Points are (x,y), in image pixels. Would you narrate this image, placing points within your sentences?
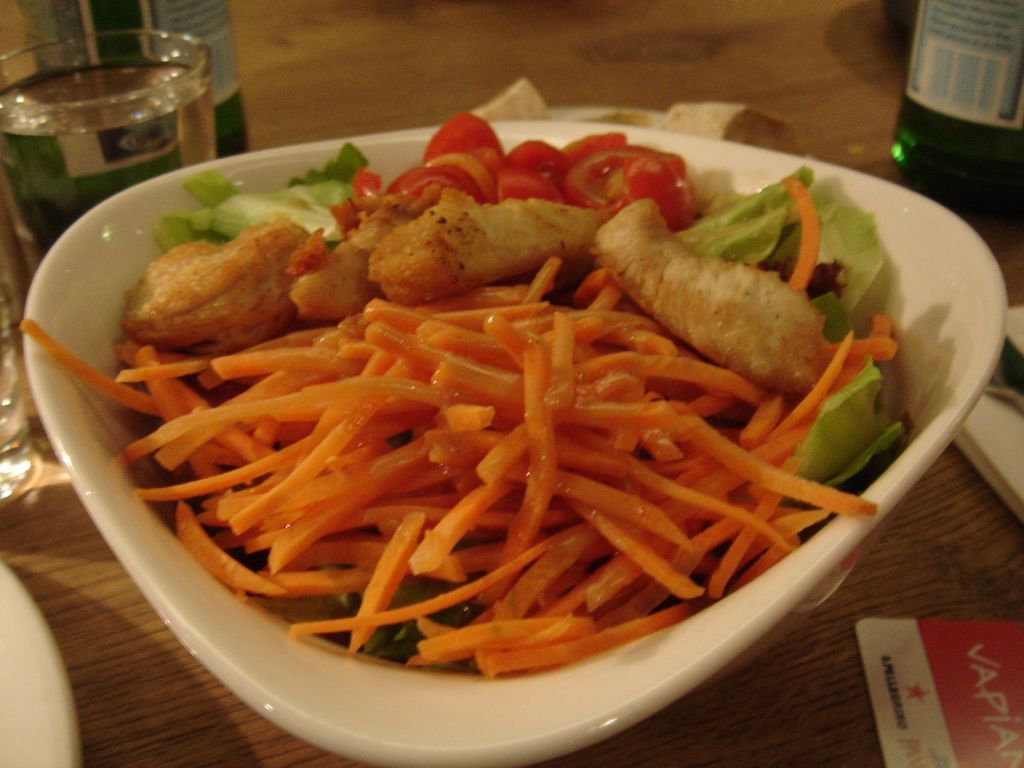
In this image we can see some food items (391,382) in the bowl (496,764). In the background of the image (1011,89) there are glasses (115,87) and other objects (993,9) on the surface (964,573).
